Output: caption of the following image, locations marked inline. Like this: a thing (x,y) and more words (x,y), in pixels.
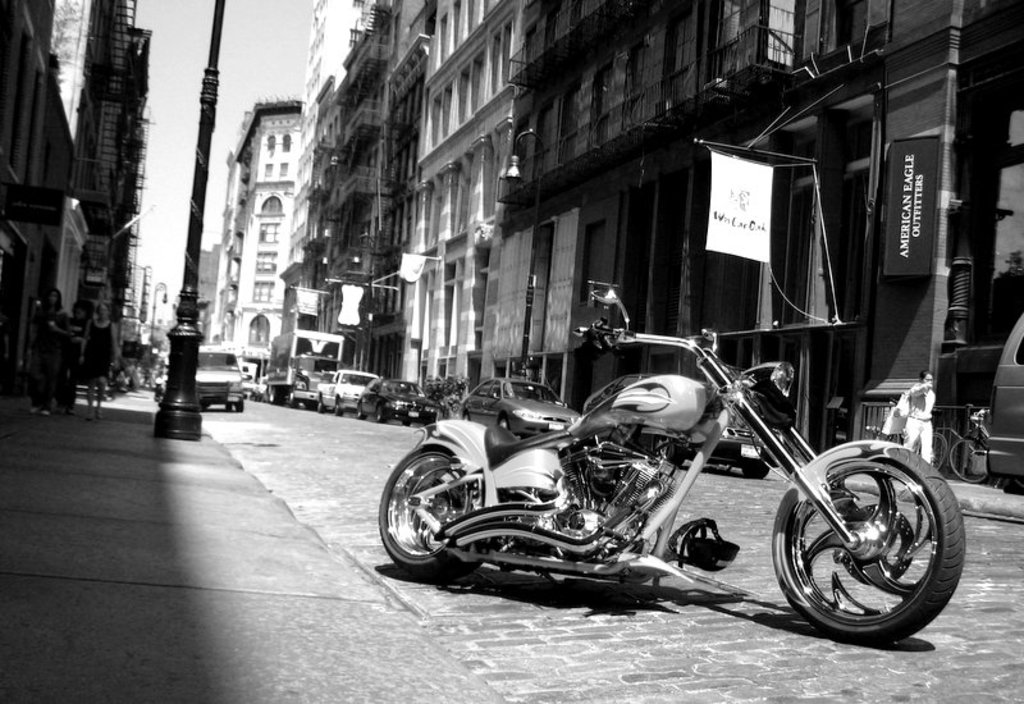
In this image we can see vehicles (498,471) on the road (646,674). On the both sides of the road (324,419), we can see poles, buildings (123,221), banners (39,219) and pavement (204,474). We can see people (61,366) are walking on the pavement (246,558).
